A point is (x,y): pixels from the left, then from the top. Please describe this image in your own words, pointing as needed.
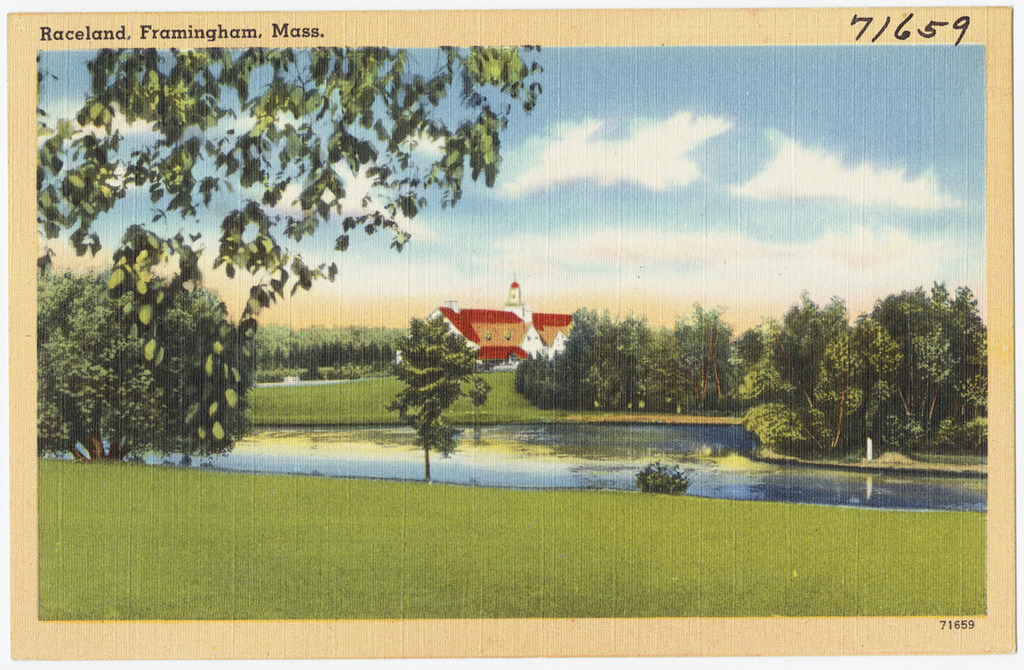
This is the picture of a poster (498,20) in which there is a house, lake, trees (107,323), plants (120,330) and some grass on the floor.
